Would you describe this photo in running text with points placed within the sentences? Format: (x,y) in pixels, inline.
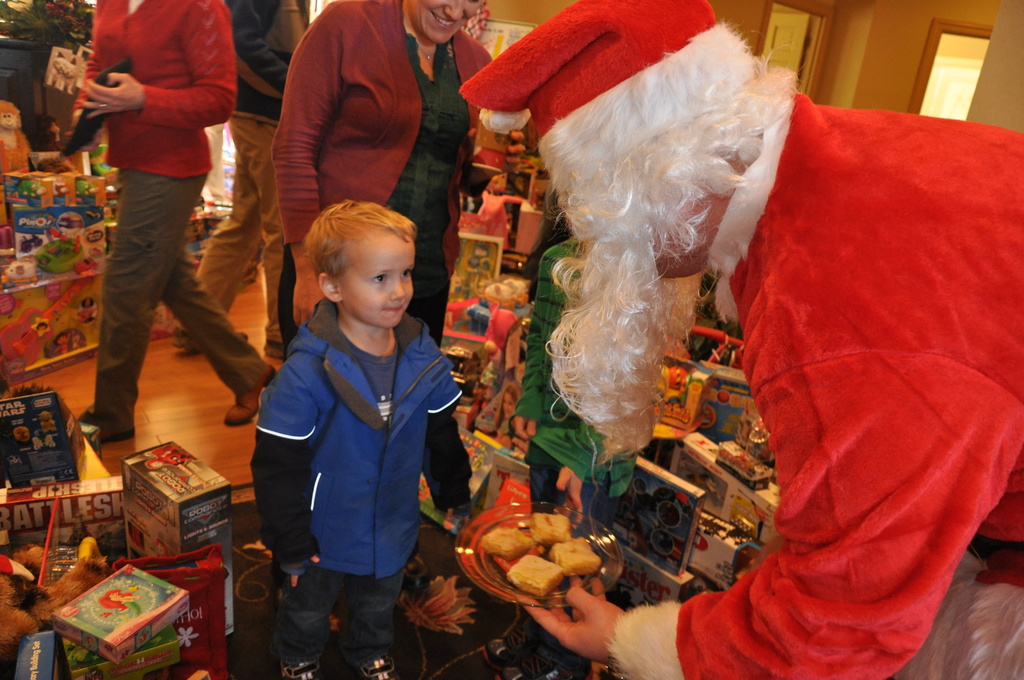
This picture is taken inside the room (800,502). In this image, on the right side (878,221), we can see a man (959,245) wearing a red color shirt (958,398) and holding a plate (565,588) in his hand (578,605). In the middle of the image (417,321), we can see a boy (426,377) standing on the floor (401,662). In the background (437,30), we can see a group of people (168,41) and some boxes (92,678) and a door (952,61).
